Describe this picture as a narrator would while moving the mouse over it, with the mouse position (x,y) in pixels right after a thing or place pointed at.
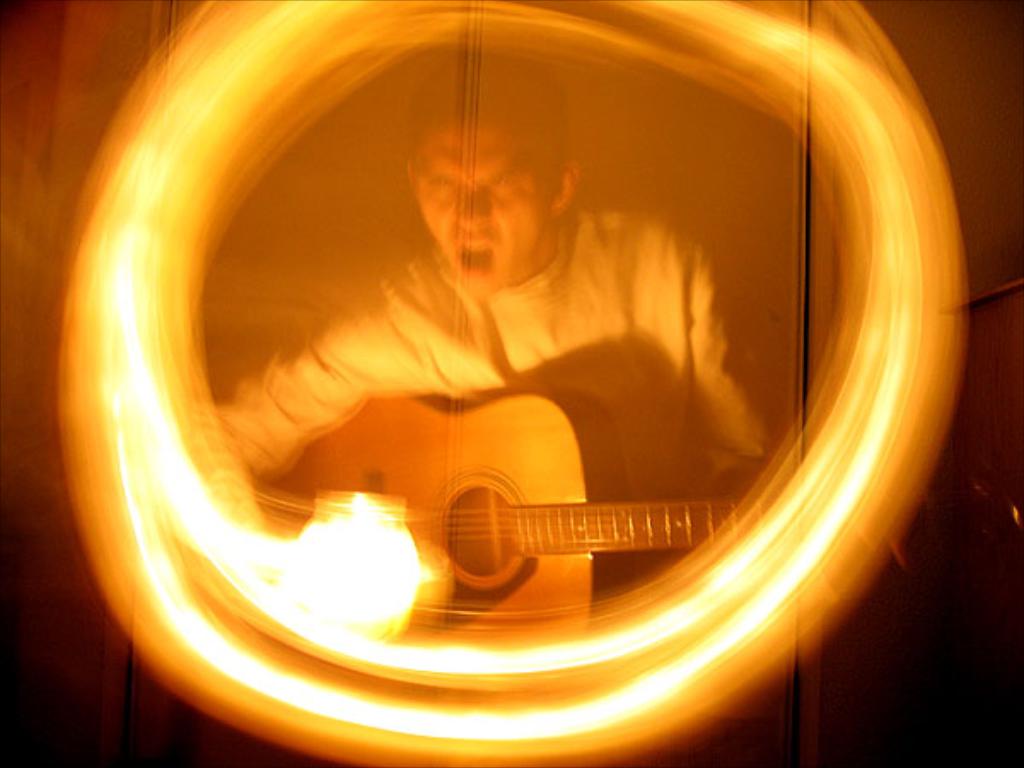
In this picture there is a guy (557,273) playing a guitar (474,492) and there is a orange color hole (379,11) placed on the photo frame (804,408).
